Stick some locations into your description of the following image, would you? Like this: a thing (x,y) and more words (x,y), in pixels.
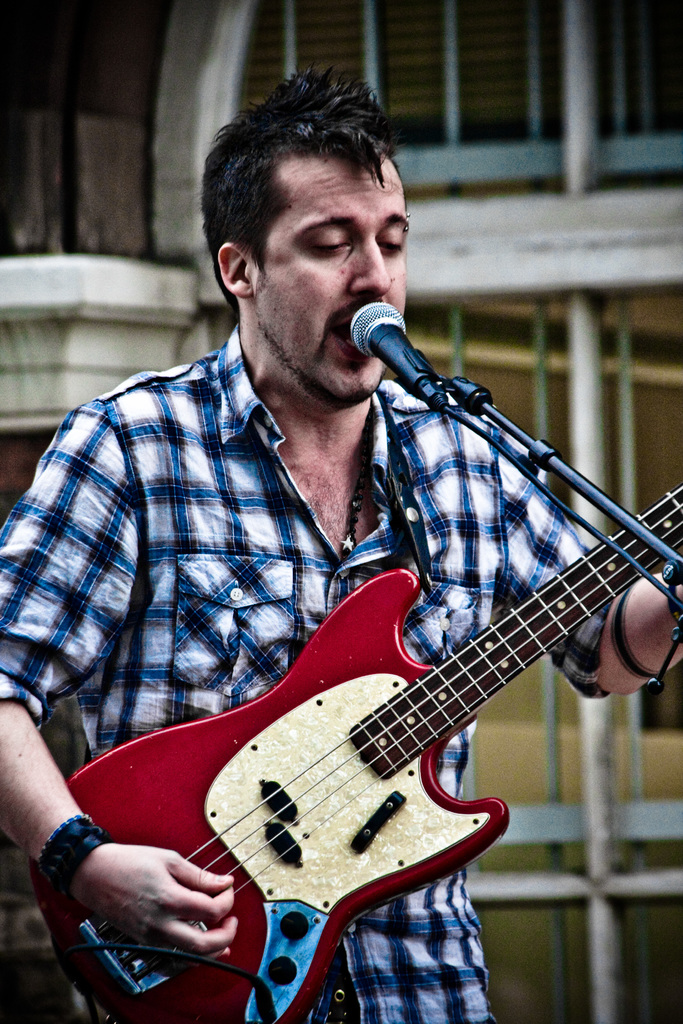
in this picture the person (308,621) is singing a song in the micro phone (426,390) which is in front of him, he is holding a guitar (443,709).
